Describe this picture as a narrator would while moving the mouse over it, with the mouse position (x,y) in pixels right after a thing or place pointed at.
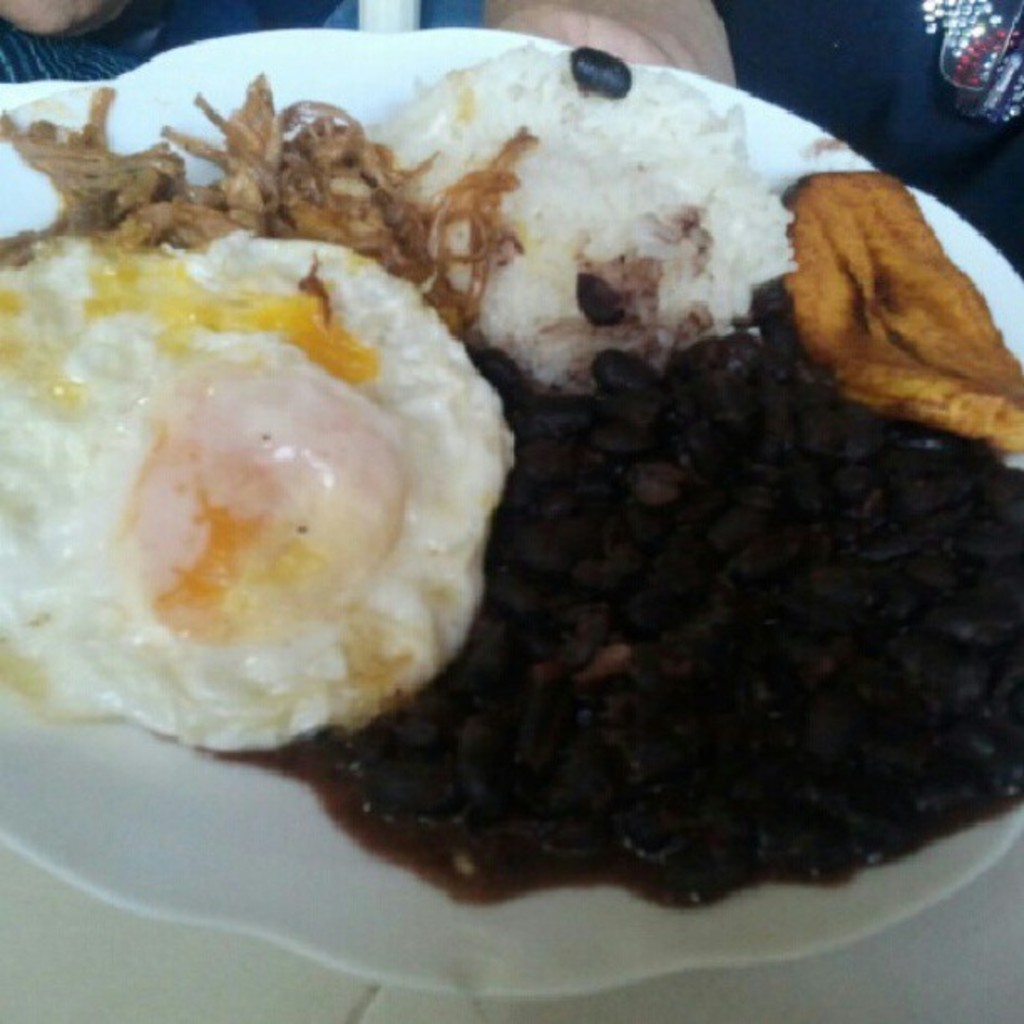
In the picture we can see a white color table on it, we can see a white color plate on it, we can see a half fried egg (310,558) and beside it, we can see some black color grains (971,553) with soup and besides we can see some food (957,310) with rice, meat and fried plantain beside it.
